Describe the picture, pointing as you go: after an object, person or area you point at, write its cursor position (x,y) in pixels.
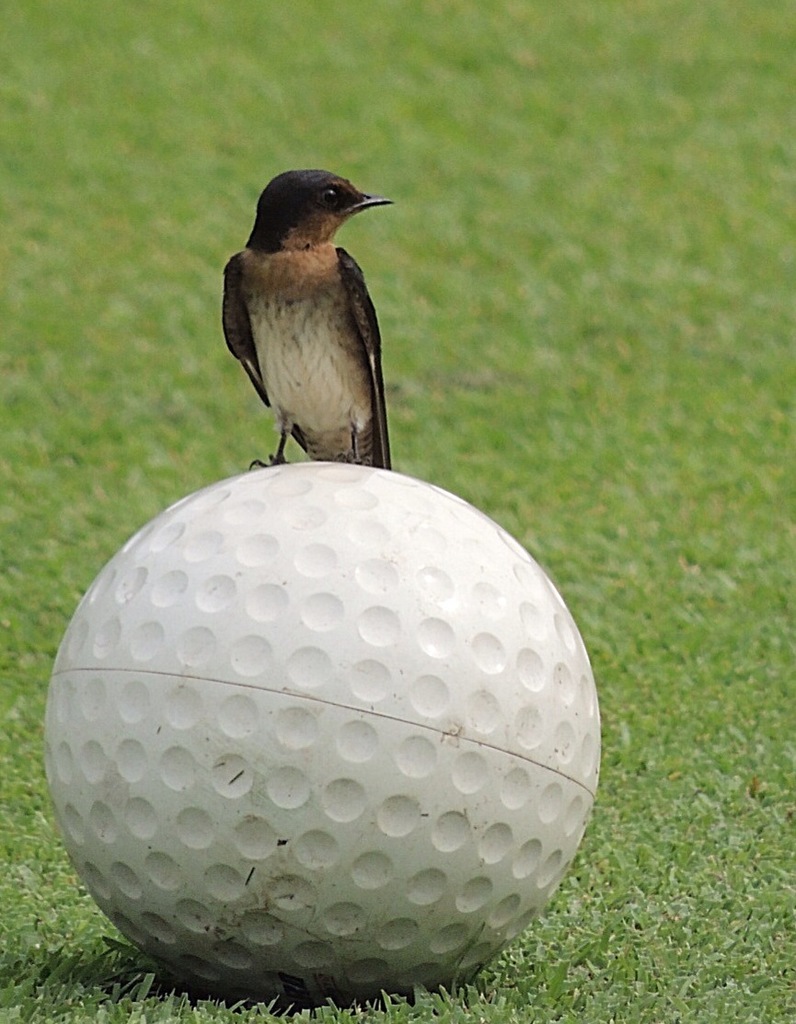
In this picture we can see a bird (333,209) on a ball (272,532) and this ball (350,688) is on the grass (640,208).
